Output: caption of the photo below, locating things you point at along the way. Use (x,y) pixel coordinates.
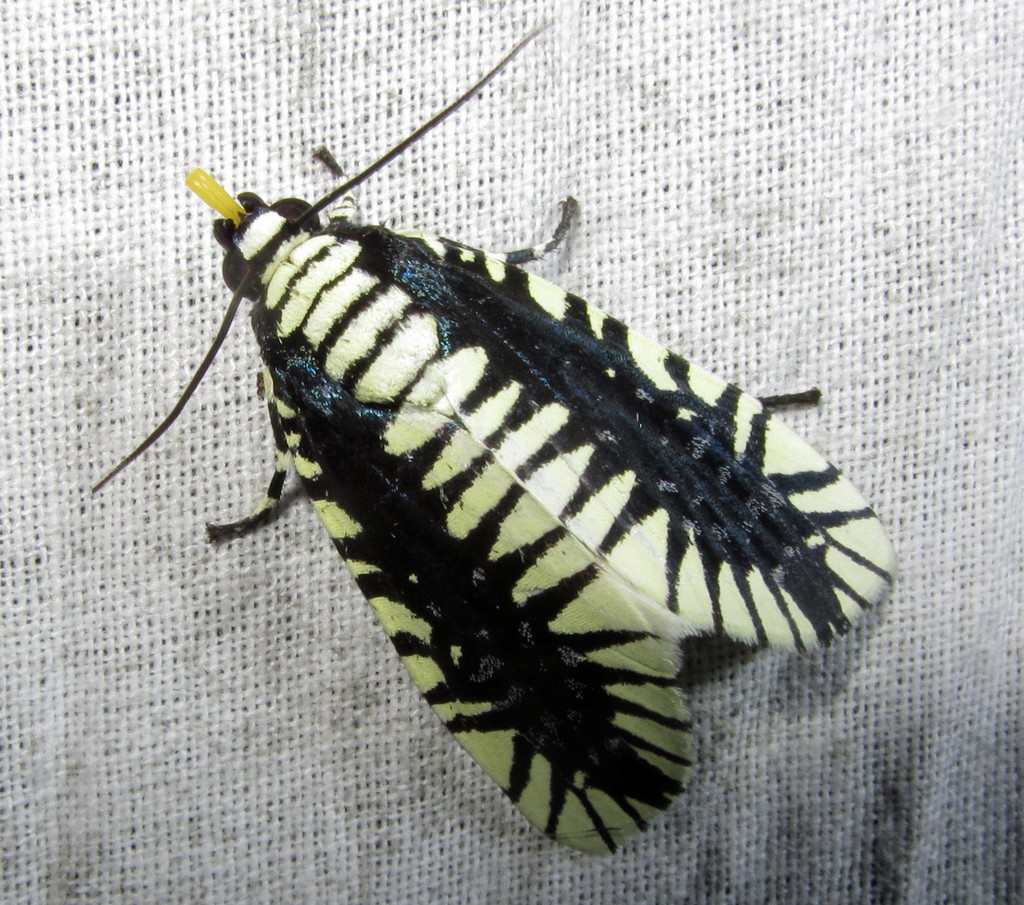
In this image we can see an insect (512,500) on the surface (532,212).
